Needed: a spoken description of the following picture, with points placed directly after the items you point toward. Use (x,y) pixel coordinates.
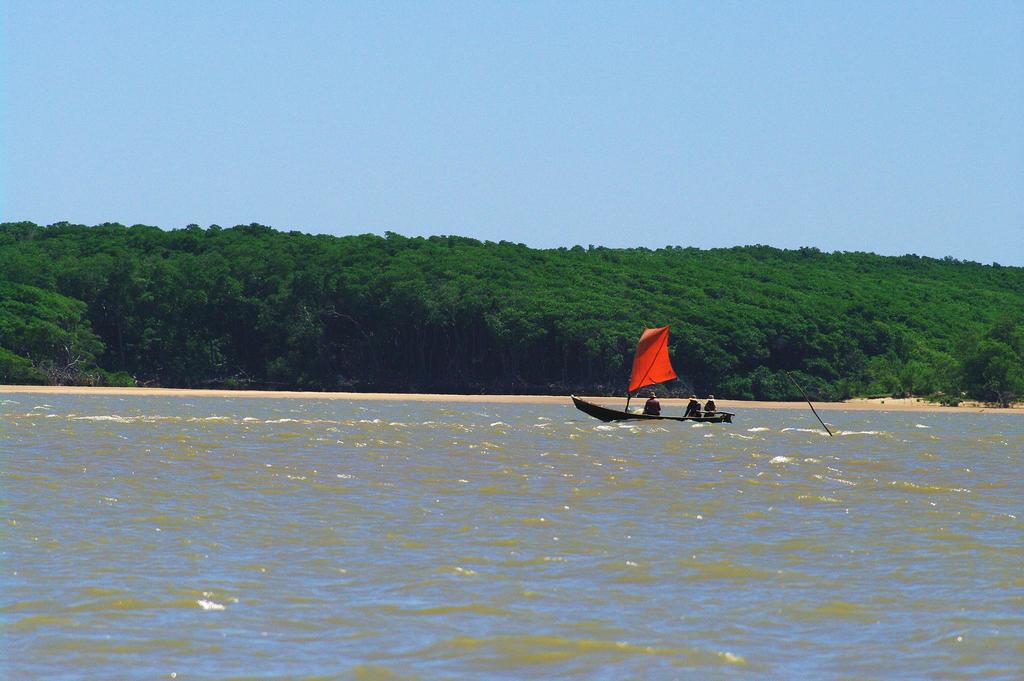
In the foreground (144,494) we can see the water (850,491). Here we can see a ship (656,417) in the water (714,425). Here we can see three persons (649,404) in the ship (688,417). In the background (435,336), we can see the trees (182,352). This is a blue sky (598,114).
